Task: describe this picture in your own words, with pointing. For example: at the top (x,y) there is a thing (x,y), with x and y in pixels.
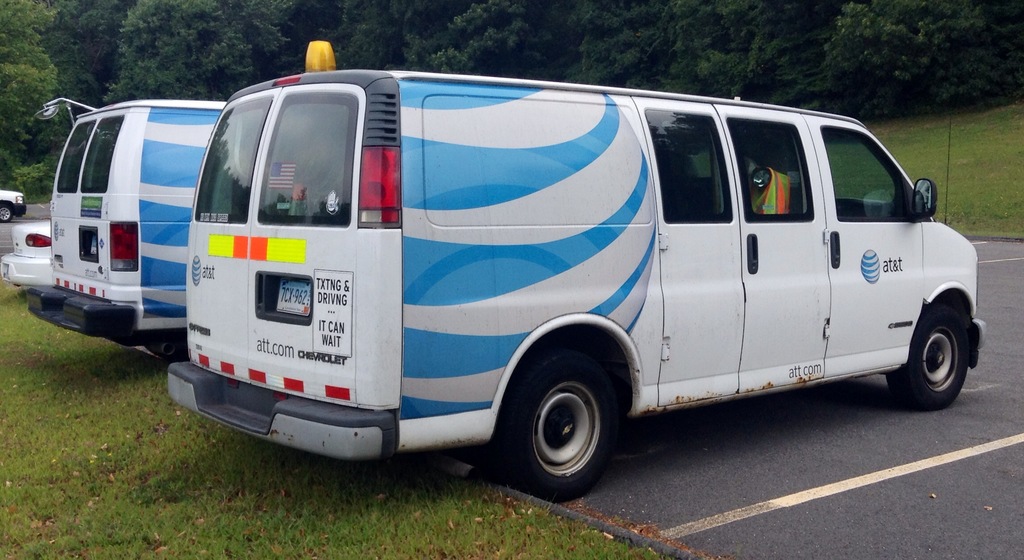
In this image I can see few vehicles (258,342). In front (669,270) the vehicle (578,270) is in blue and white color and I can see few trees (517,32) in green color.
